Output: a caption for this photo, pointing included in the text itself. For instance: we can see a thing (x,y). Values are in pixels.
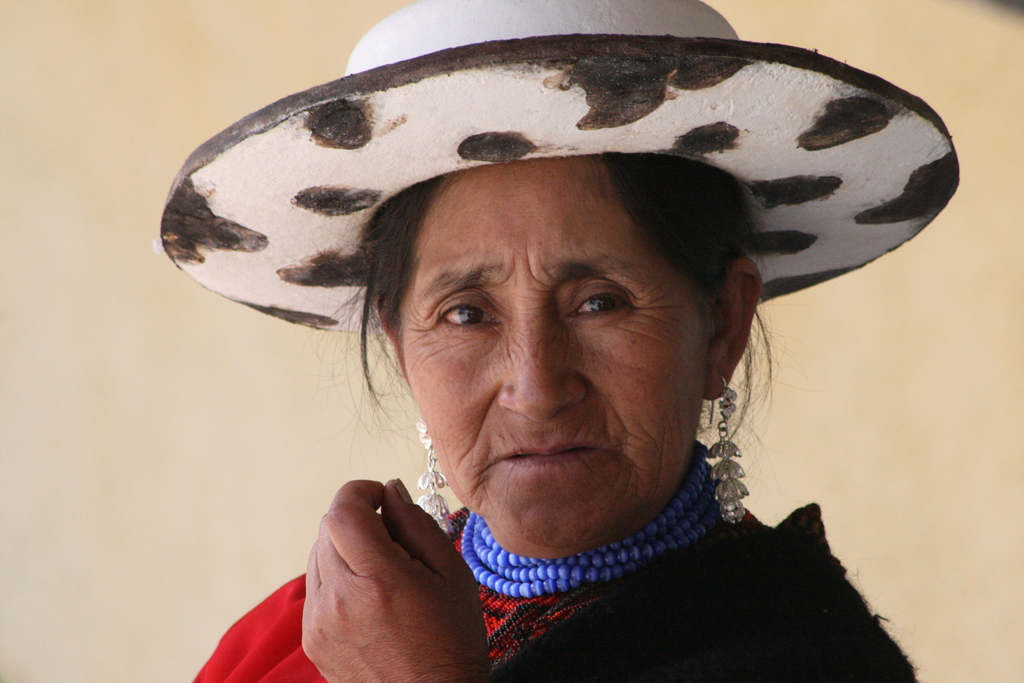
In this image we can see a lady (587,359). A lady (609,383) is wearing a hat (615,146). There is a wall (220,475) in the image.
